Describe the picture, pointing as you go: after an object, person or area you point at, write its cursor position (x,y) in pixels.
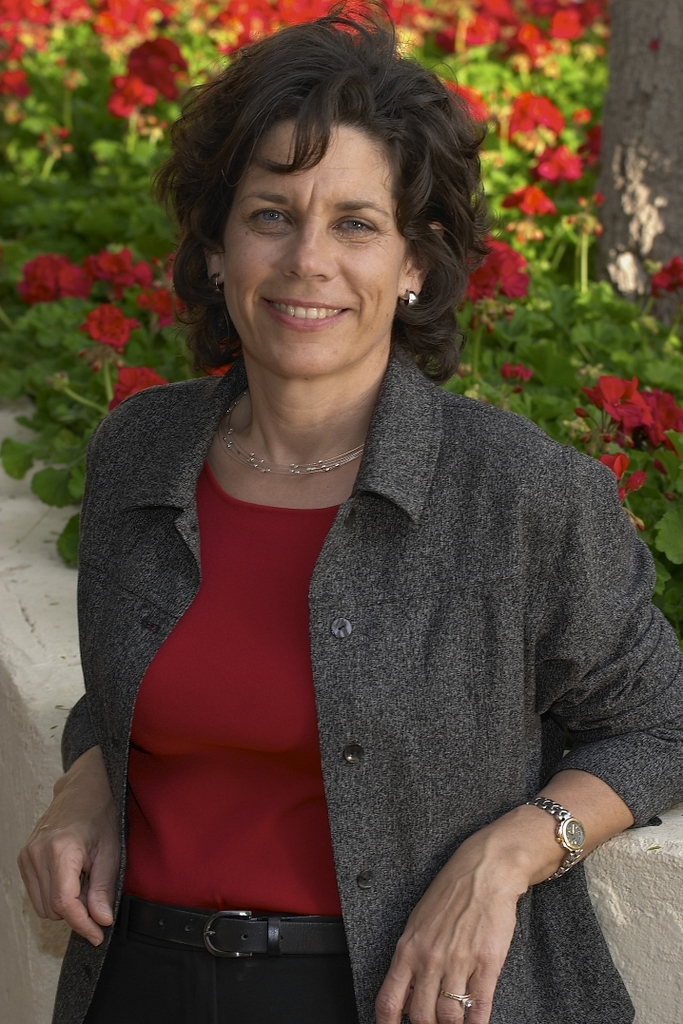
The woman (247,723) in maroon T-shirt (237,681) and black jacket (374,619) is standing. She is smiling. Behind her, we see a white wall (51,697). Behind her, we see plants (575,357), which have flowers (517,291) and these flowers (631,390) are in red color.
